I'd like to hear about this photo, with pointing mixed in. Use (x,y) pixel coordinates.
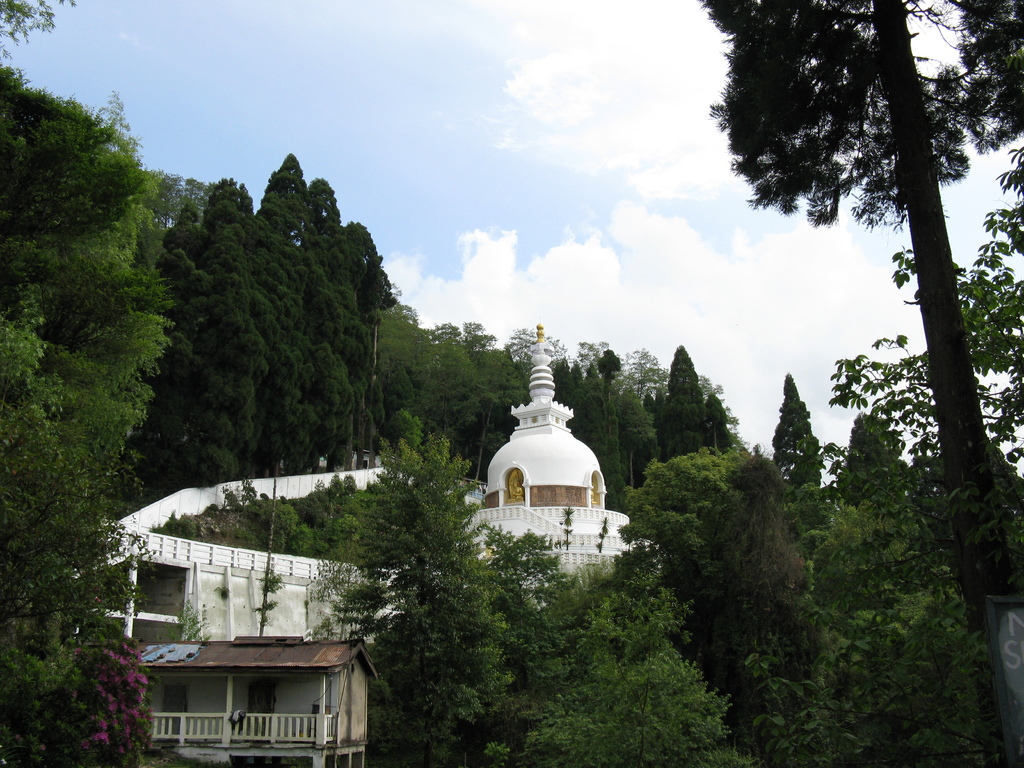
In this image there are buildings (504,503), trees (854,639). On the right side of the image (1008,750) there is a board (1008,648) with some text (1022,624) on it. At the top of the image (605,105) there is sky (604,151).
